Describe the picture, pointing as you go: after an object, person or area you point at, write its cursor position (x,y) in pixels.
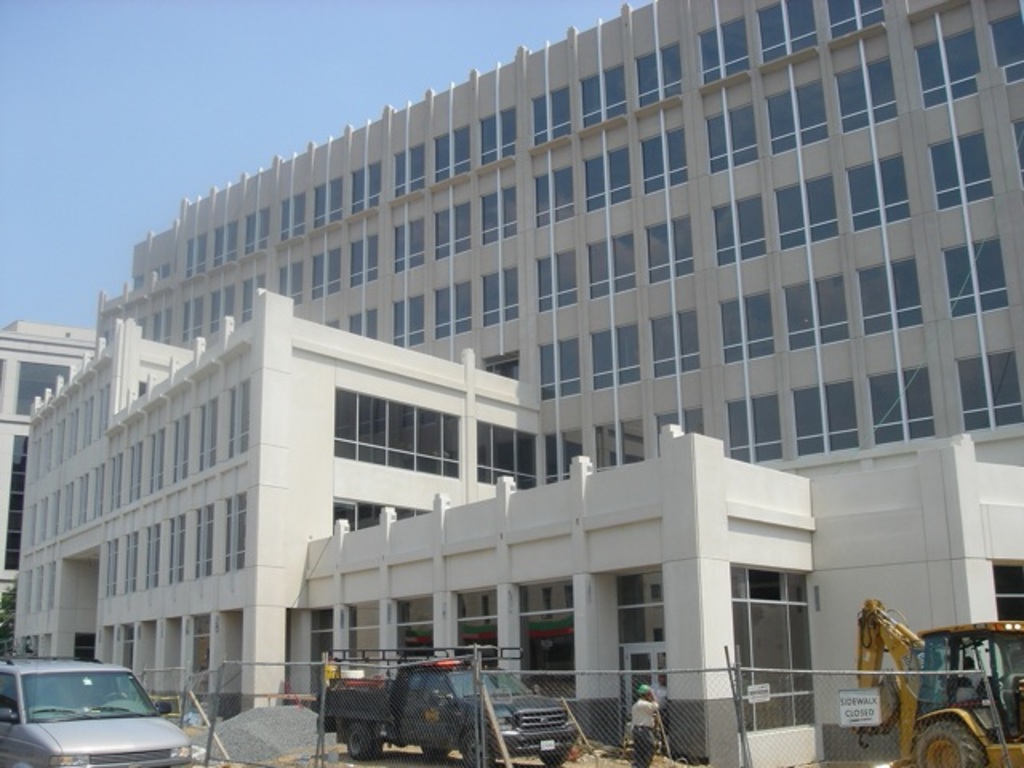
In this picture we can see a few vehicles (397,692) on the path (389,759). There are a few stones (223,741) and some fencing (593,709). There are a few boards (873,721). We can see the buildings (406,326) in the background (320,163). Sky (2,217) is blue in color.
